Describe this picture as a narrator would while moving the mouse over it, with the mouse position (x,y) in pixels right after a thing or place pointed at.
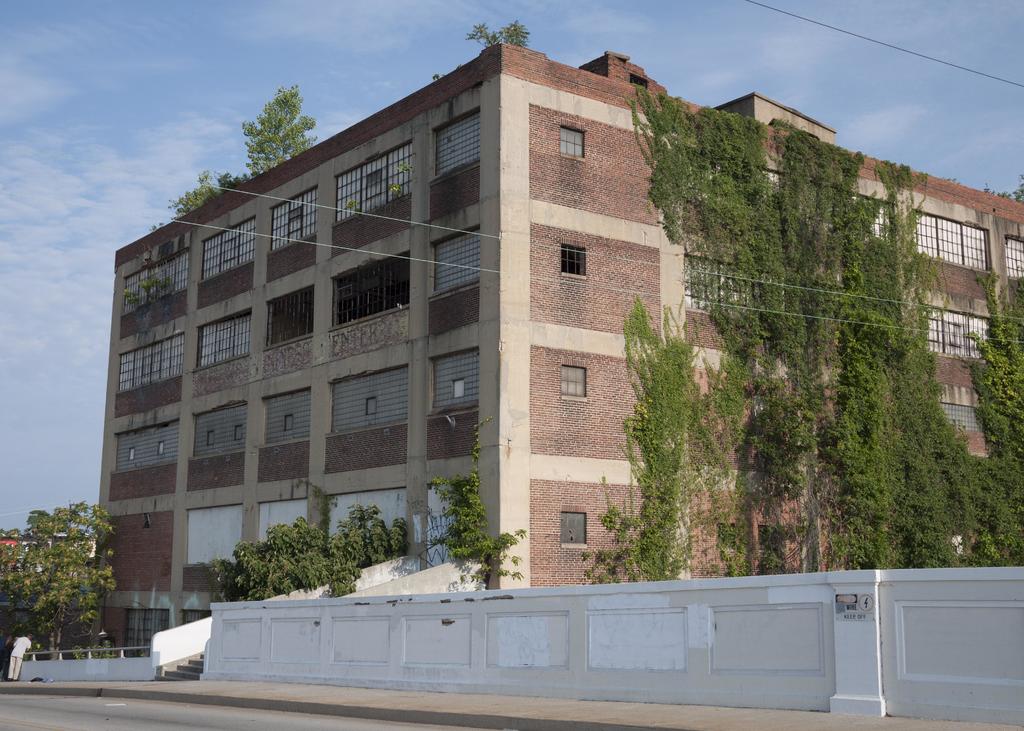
In this image we can see the building (335,234), creepers (771,369), trees (280,549), wires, wall (1017,627), stairs (186,663), path (317,702) and also the road (31,704). We can also see a person (8,657) on the left (21,654). In the background (158,99) we can see the sky (244,108) with some clouds (7,254).
